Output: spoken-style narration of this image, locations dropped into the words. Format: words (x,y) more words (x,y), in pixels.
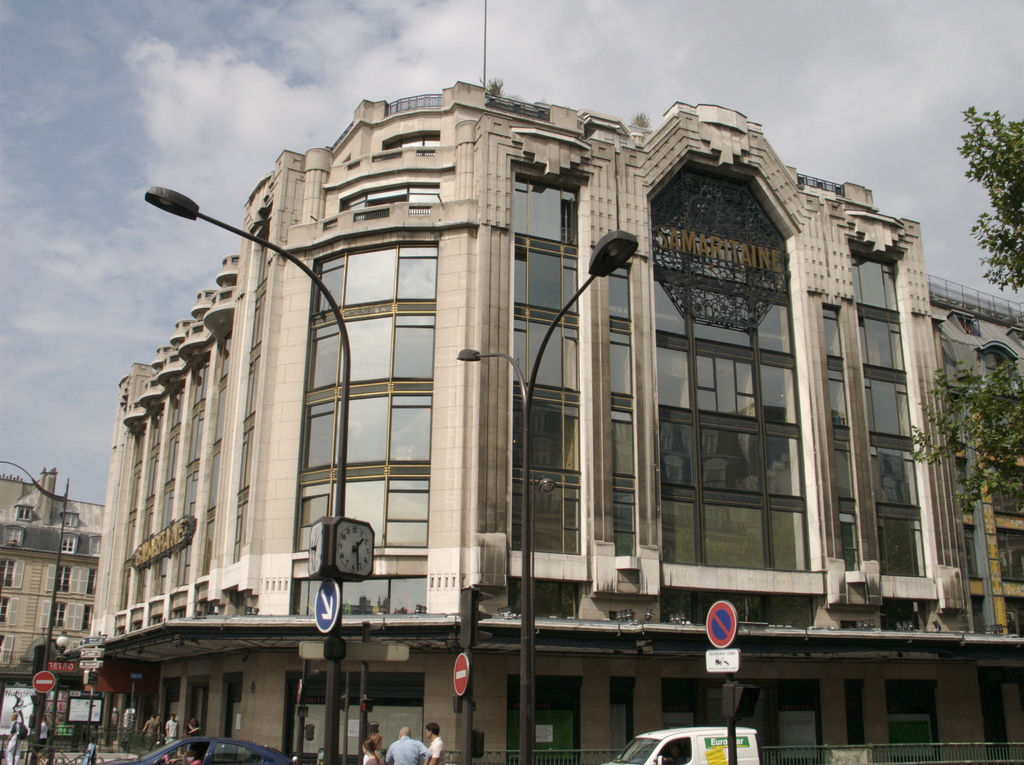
In this picture there is a building (709,354) towards the right (896,429). Before the building (398,696) there are poles (335,578), vehicles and people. Towards the right corner (1005,234) there is a tree (995,474). On the top (493,77) there is a sky (690,30) with clouds (730,58).
